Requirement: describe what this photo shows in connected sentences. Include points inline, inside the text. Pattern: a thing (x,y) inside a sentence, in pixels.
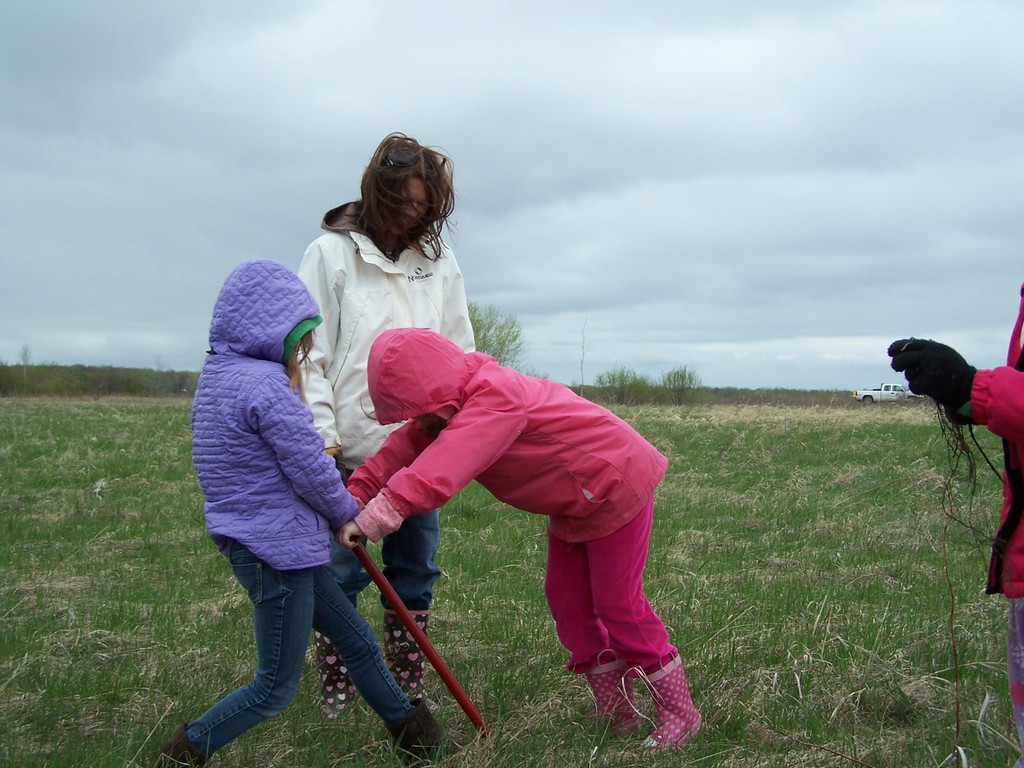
This is an outside view. Here I can see two children (259,457) are wearing jackets (347,510) and holding a metal rod (384,589) in the hands (349,532). At the back of these children (412,462) a person (357,285) is standing and looking at the rod (392,585). At the bottom of the image (734,656) I can see the grass (807,610) on the ground (821,607). On the right side (1004,421), I can see a person's hand (950,398). In the background (859,393) there is a vehicle (875,396) and trees (499,350). At the top of the image (492,110) I can see the sky (293,64).
